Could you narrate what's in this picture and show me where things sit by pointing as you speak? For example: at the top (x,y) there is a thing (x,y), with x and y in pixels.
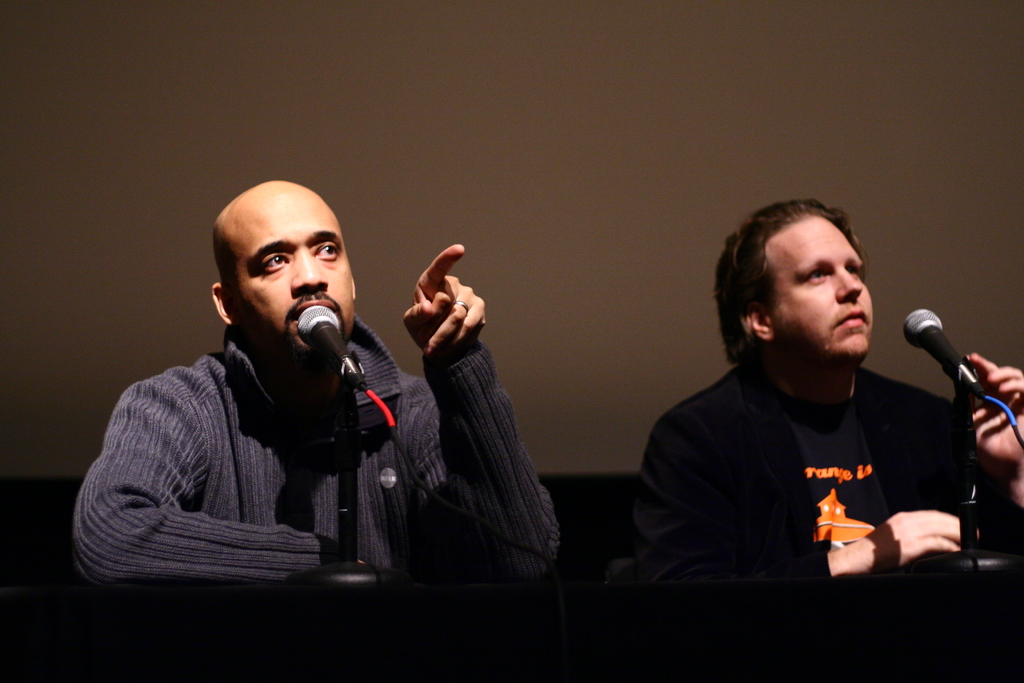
In this image I can see two persons (250,212) sitting and the person (716,504) at right (787,463) is wearing black color dress (869,461) and holding a microphone (968,393) and the person (295,455) at left (244,476) is talking in front of the microphone (307,331) and I can see the brown color background (826,44).
